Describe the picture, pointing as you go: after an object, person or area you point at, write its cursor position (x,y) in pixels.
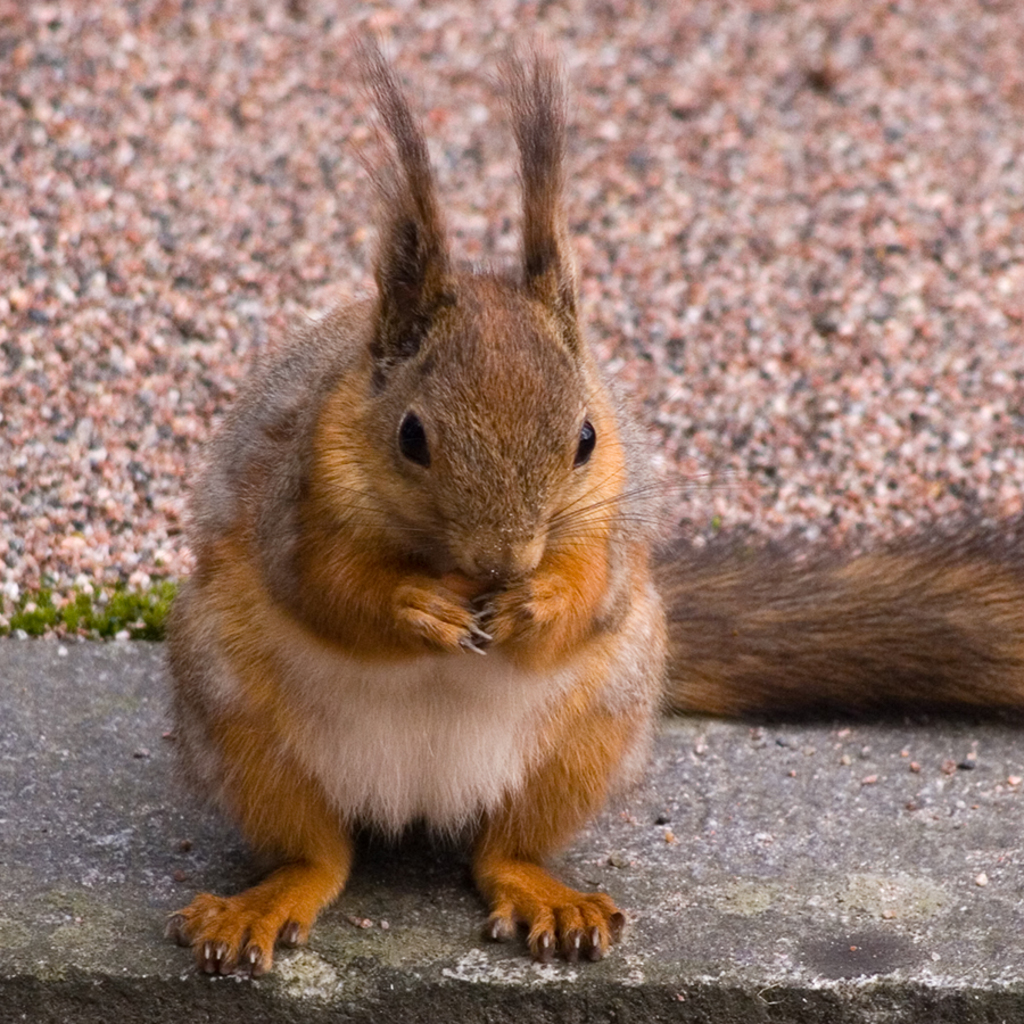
In this picture we can see a squirrel (483,504) on the wall (819,859).
